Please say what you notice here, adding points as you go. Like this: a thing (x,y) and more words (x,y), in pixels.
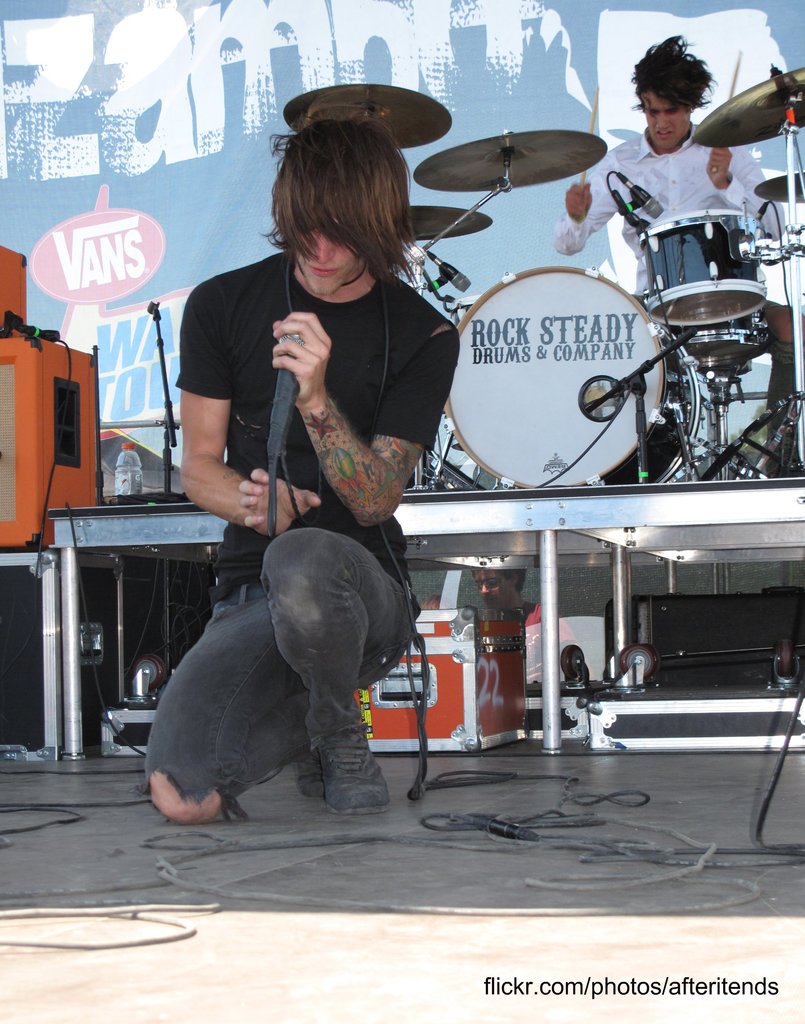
In this picture I can see a person (197,797) holding mike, behind there is a person (622,278) playing musical instruments (617,347), around I can see some boxes (54,710), tables (537,497) and banner (567,88).
